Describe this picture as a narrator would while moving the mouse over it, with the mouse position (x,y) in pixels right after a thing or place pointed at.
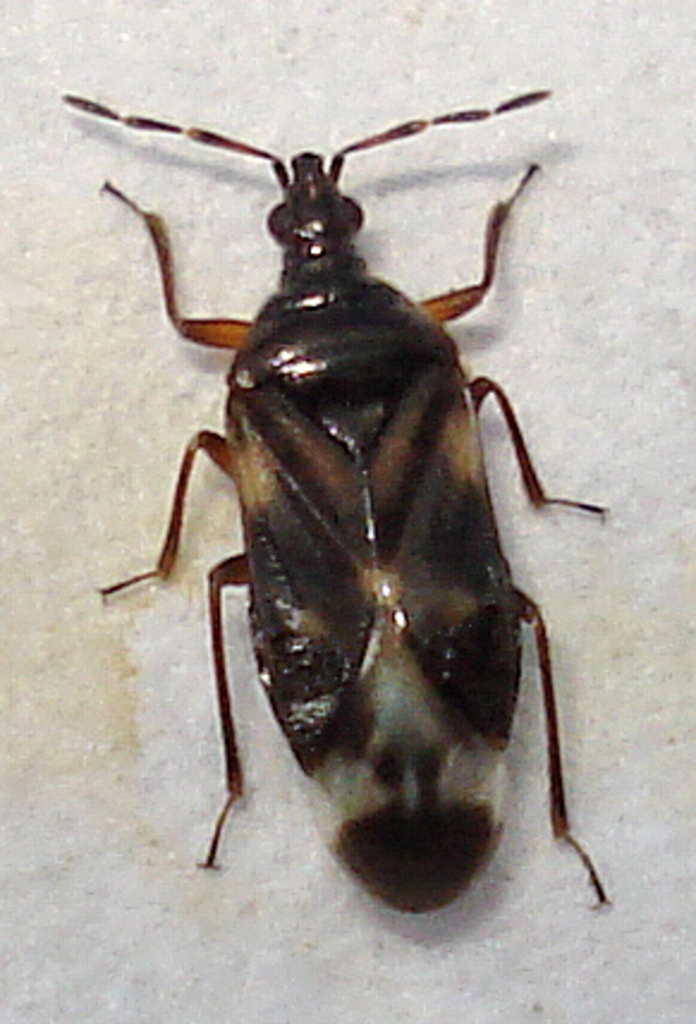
In the center of the image (392,586) we can see a bug (442,523) on the wall (632,395).
